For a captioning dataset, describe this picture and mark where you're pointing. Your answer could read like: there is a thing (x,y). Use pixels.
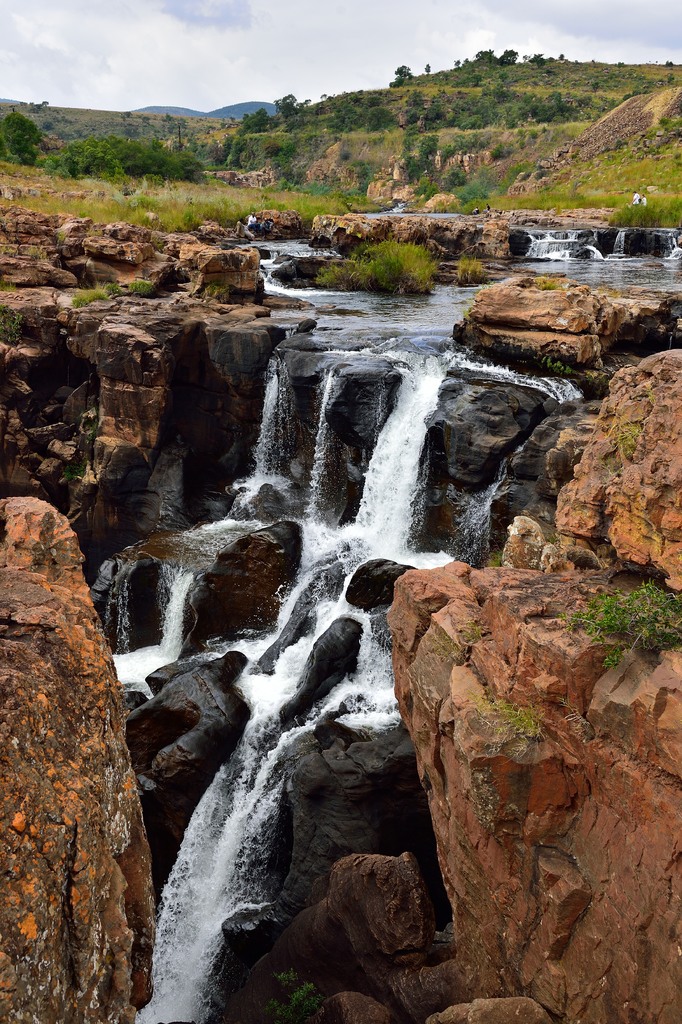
In this picture I can see a waterfall (311,504), there are rocks (579,878), trees (233,157), there are hills (654,178), and in the background (293,39) there is the sky (373,20).
